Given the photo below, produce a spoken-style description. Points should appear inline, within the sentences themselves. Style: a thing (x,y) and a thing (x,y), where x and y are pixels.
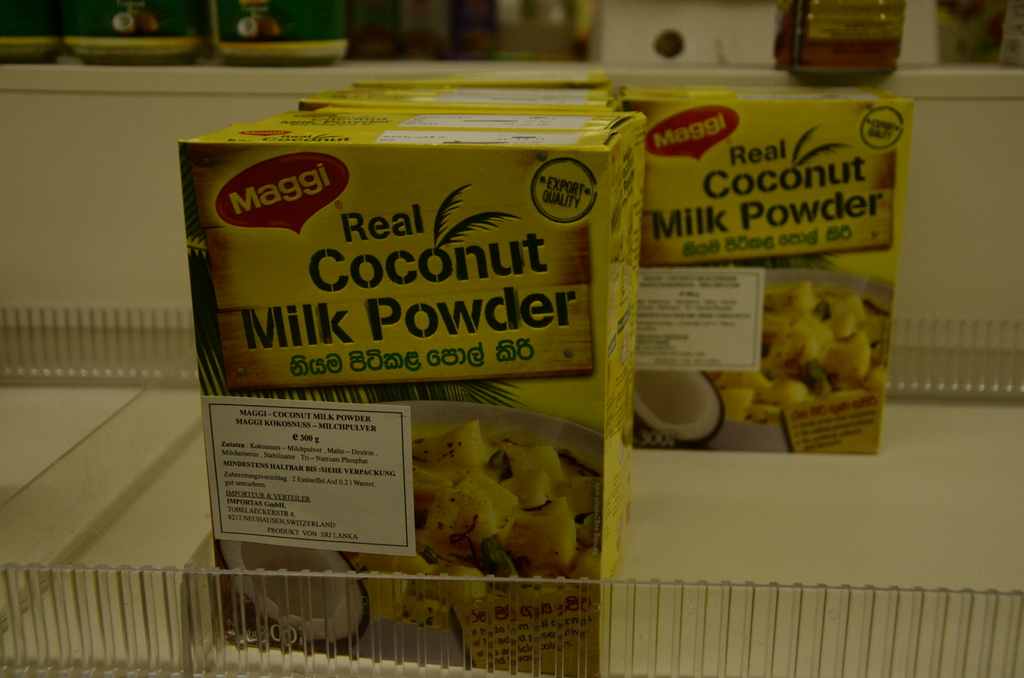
In this image there are coconut powders (696,260) and few other objects (311,31) on the table (194,474).
